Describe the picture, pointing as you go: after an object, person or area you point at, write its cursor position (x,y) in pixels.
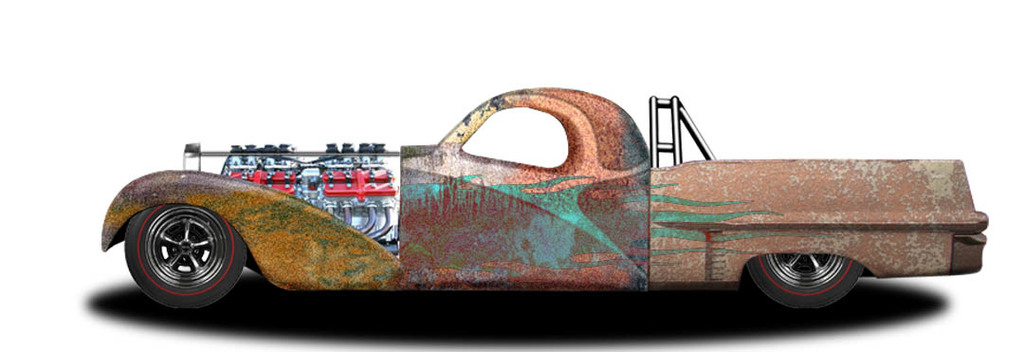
In this image we can see an animated car (608,213). There is a white background (692,43) in the image.
